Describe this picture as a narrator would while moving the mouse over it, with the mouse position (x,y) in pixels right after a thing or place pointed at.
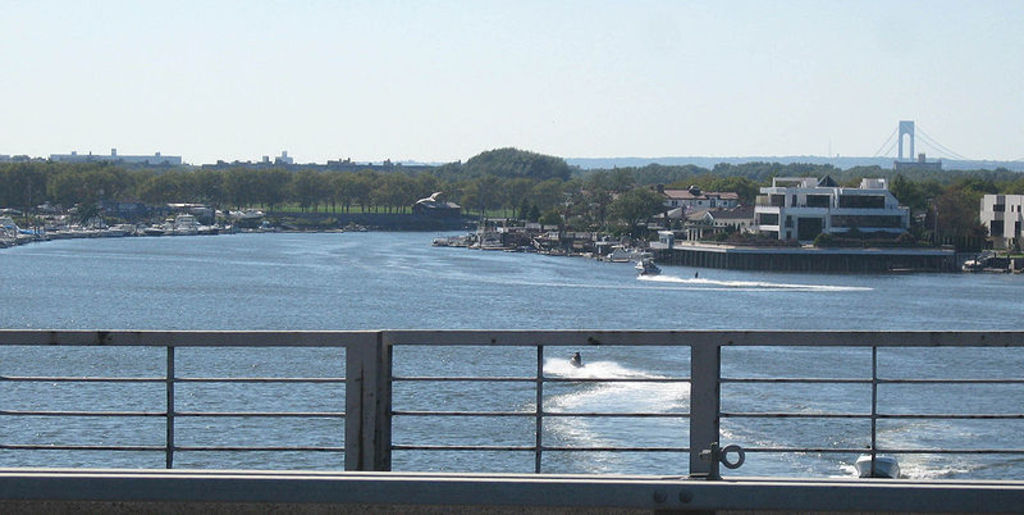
In the image there is a boat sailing on the water (578,319) and around the sea (386,302) there are many houses (728,195) and other buildings (500,232), behind the houses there are a lot of trees (92,187) and the image is captured from a balcony (106,491), there is a fencing (92,489) in front of the balcony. In the background (221,56) there is a sky (168,91).
